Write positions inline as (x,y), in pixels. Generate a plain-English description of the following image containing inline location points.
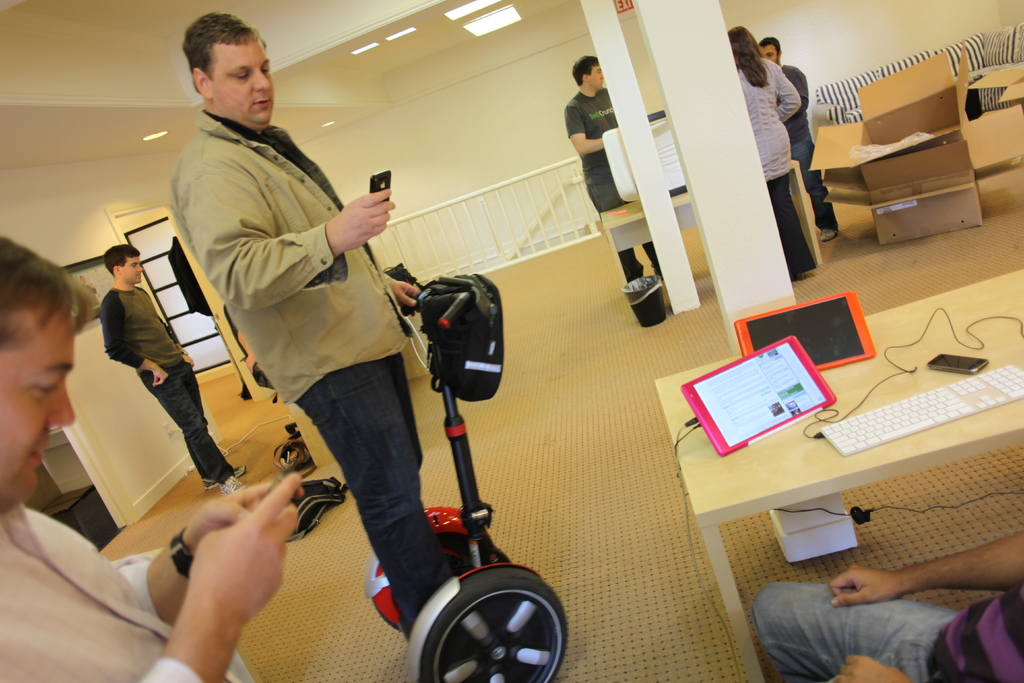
In the center of the image (344,431) there is a person (360,444) standing on segway (460,475). At the bottom of the image (571,508) there is a carpet (662,544). To the right side of the image (715,527) there is a table (829,452) on which there are many objects (796,366). There are many people (643,244) in the background of the image (784,238). There is a railing (472,203). At the top of the image (119,40) there is a ceiling (64,47). To the left side of the image (12,607) there is a person (18,664).
